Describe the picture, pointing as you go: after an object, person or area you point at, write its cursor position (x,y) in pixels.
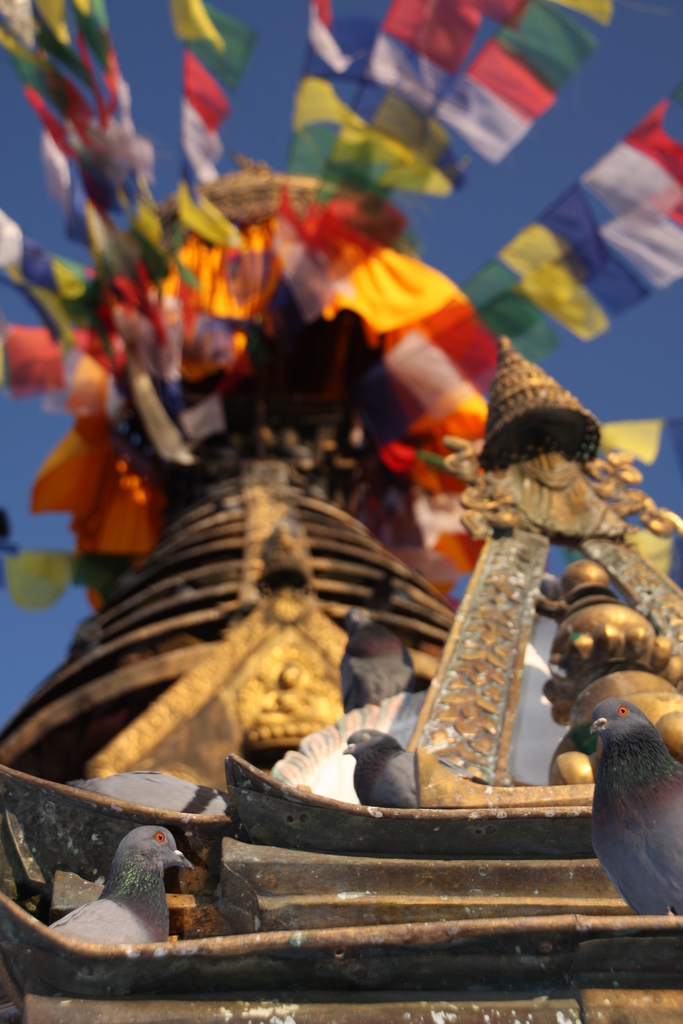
There are pigeons (658,799) on a sculpture (270,395) and there are flags (233,60) on the top (313,139).
